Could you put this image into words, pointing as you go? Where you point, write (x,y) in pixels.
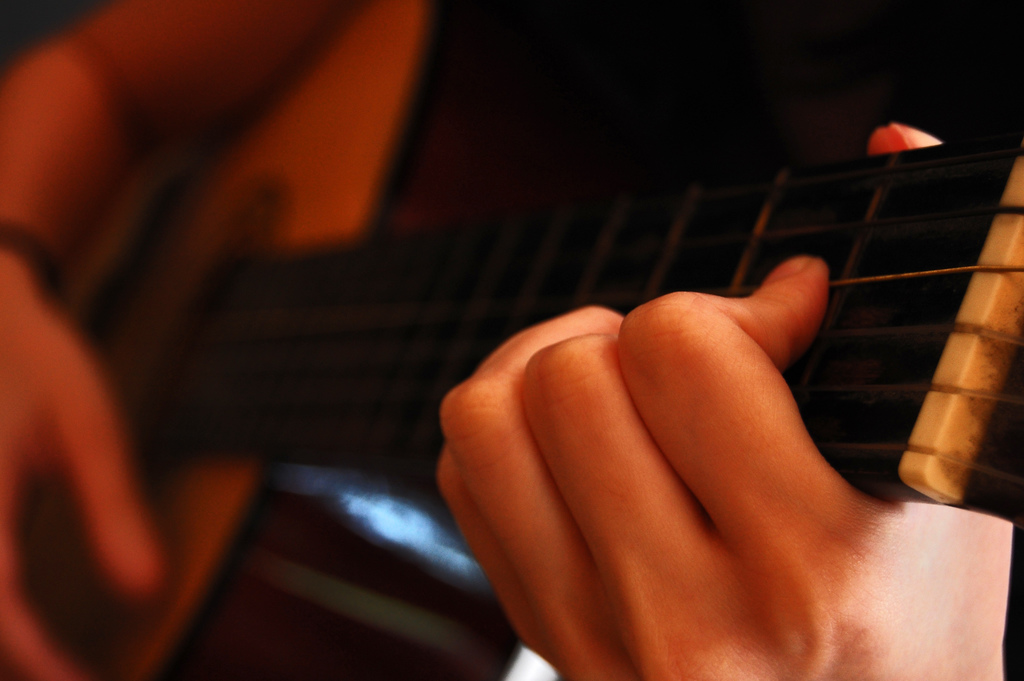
In the image we can see human hands (10,471) holding guitar (343,95) and the image is slightly blurred.
